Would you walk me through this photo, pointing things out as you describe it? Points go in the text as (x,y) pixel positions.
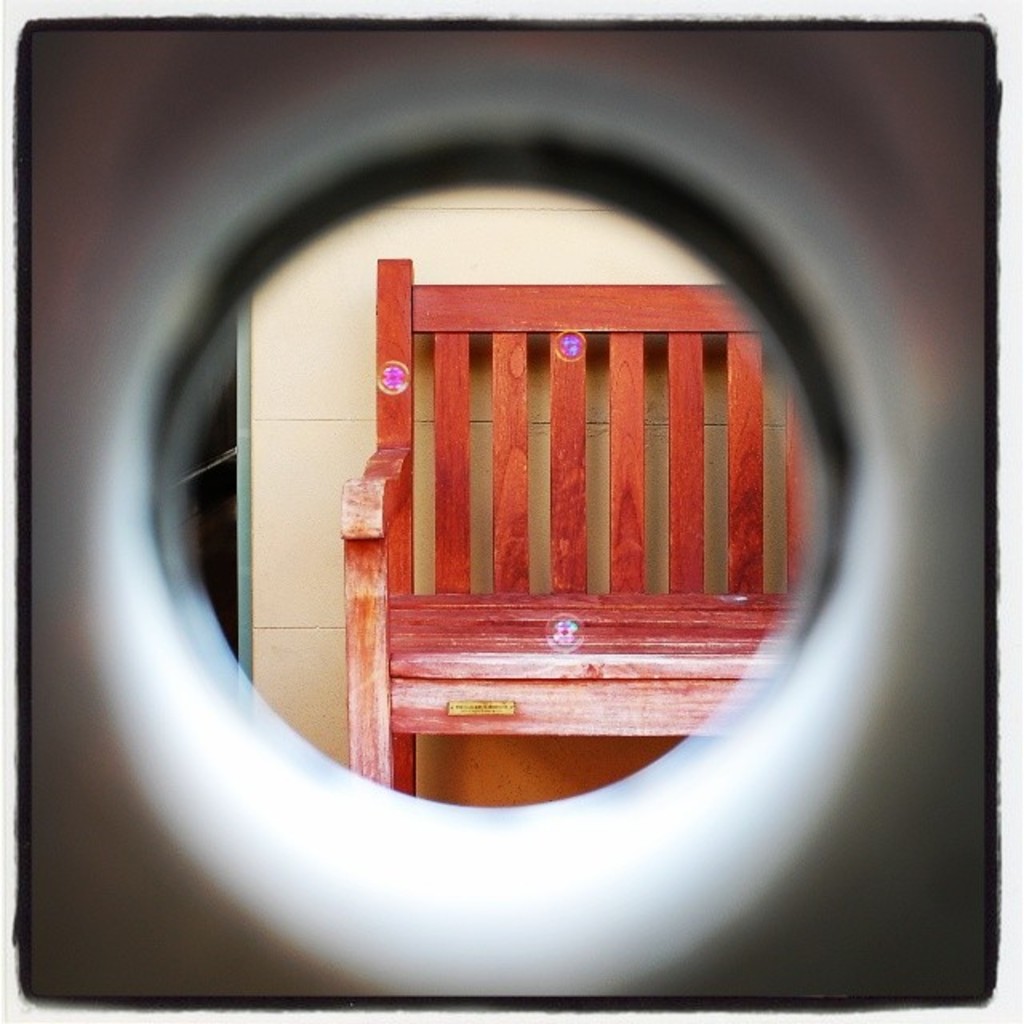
In this image we can see a hole (297,215), through the hole (845,430) we can see a bench (487,653) near the wall (363,320).
